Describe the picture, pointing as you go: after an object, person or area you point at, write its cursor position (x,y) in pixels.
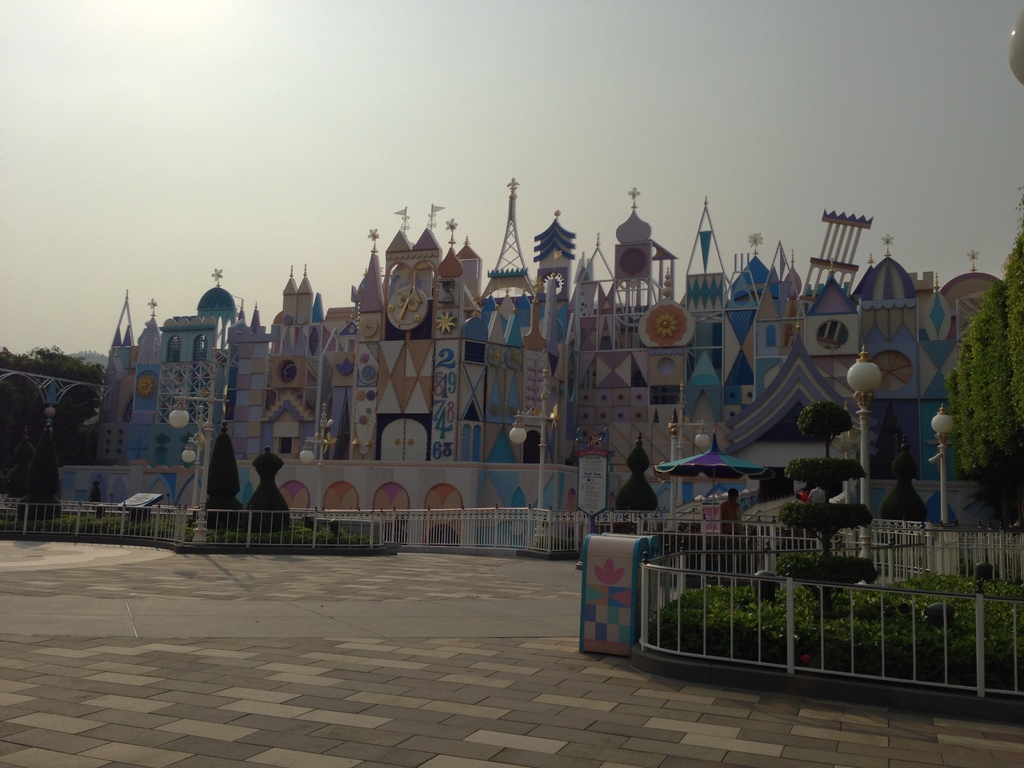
In this image we can see the picture of the hong kong disneyland (415,416), in front of that, there are a few poles (197,504), lamps (866,491), trees (903,491), plants (914,518) and a railing (781,538). In the background (171,234) there is the sky (120,188).
